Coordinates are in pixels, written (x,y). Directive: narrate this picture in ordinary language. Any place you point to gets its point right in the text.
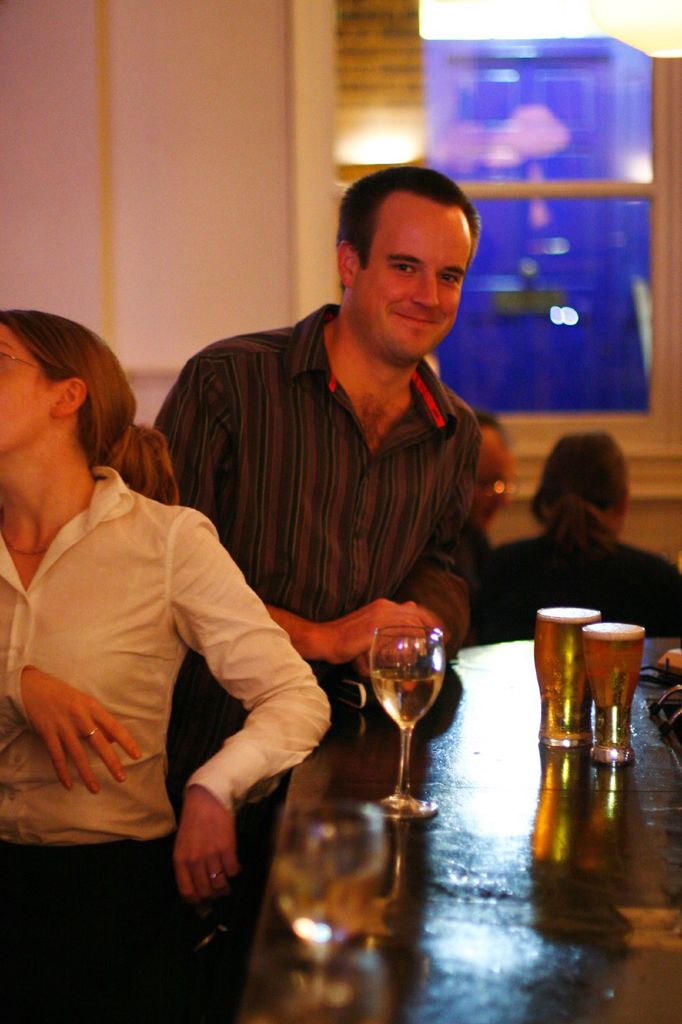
In this image I can see two persons (220,619) standing. The person (102,653) in front (36,669) wearing white color dress (260,607) and the person (455,393) at back (345,388) wearing brown and black color shirt (290,539). I can also see few glasses (612,759) on the table (497,746), background (562,369) I can see two persons (482,441) sitting, a glass window (480,171) and the wall (193,247) is in white color.
